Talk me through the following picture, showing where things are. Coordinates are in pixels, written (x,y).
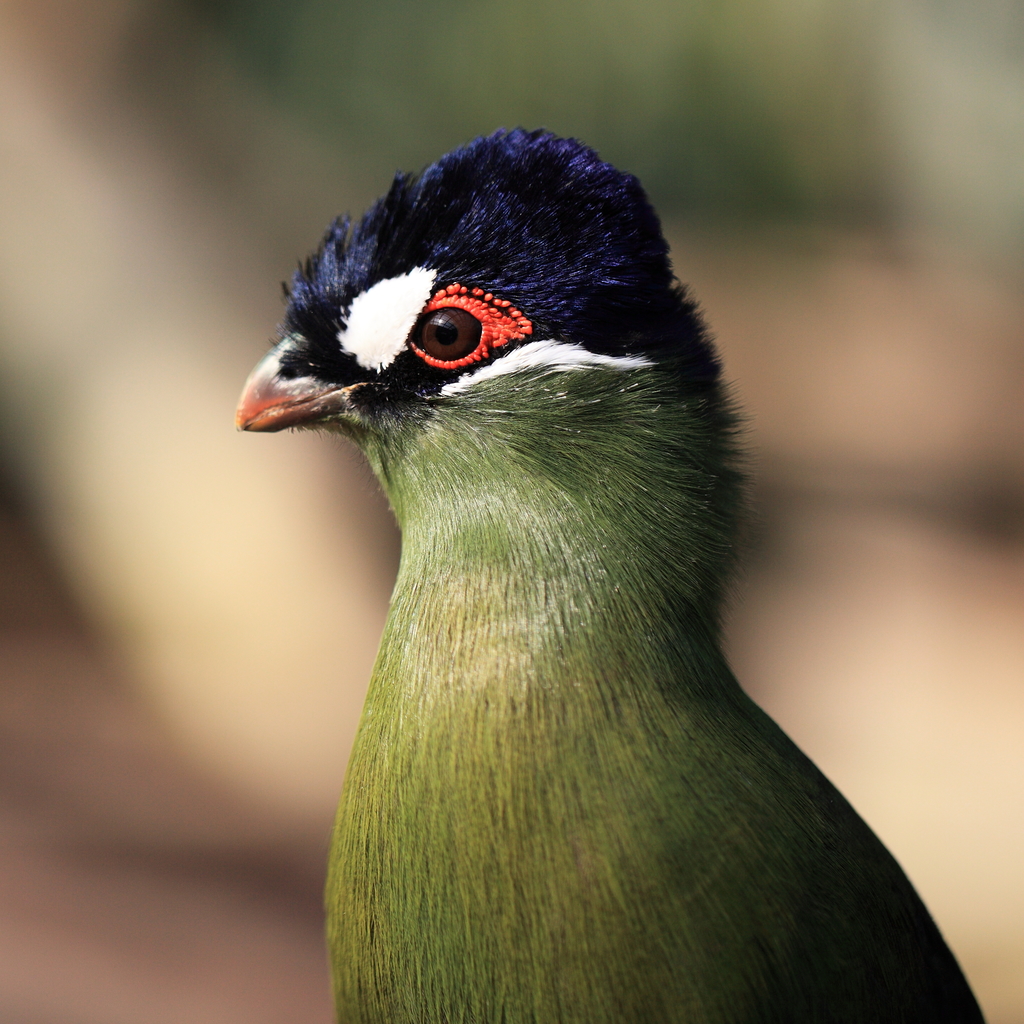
In this image there is a bird (720,516). Background (286,901) is blurry.
